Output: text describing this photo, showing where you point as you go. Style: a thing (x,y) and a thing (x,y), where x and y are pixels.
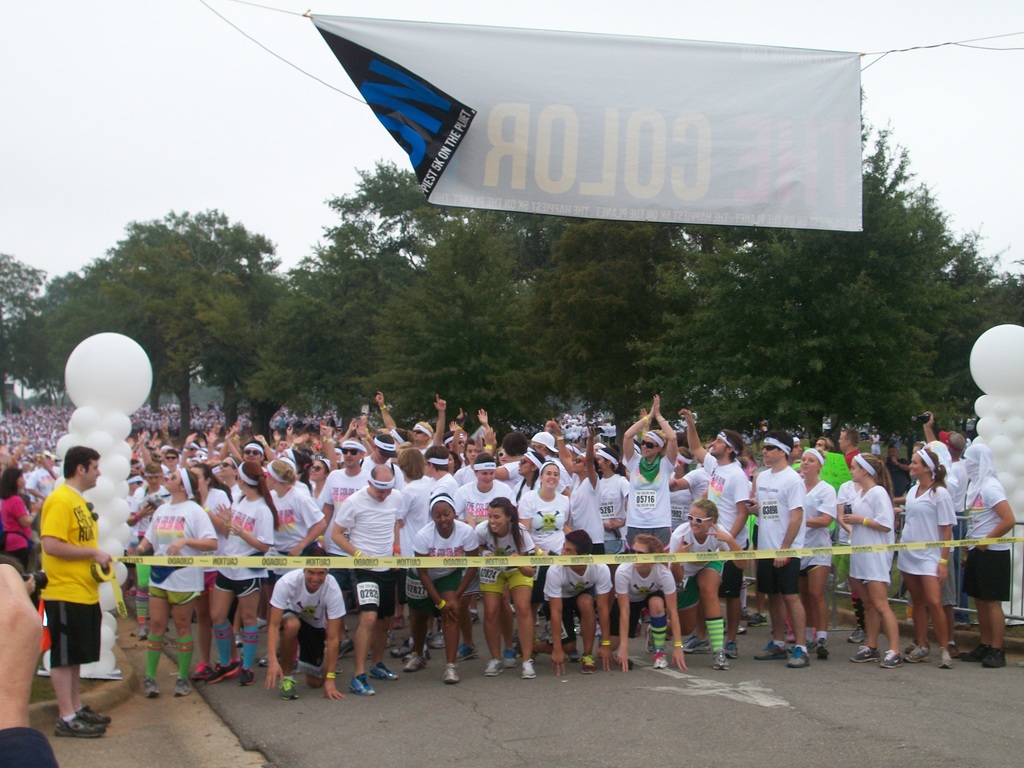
In this picture I can see a man (62,567) standing in front (106,560) and I see that he is holding a yellow color ribbon (805,550) and in the middle of this picture (463,494) I can see number of people (300,530) standing and they're on the road (695,681). I can also see number of trees (355,291) and the sky (371,132) in the background (342,121). On the top of this picture (652,95) I can see a banner (444,109) and I see something is written on it. On the both sides of this picture, I can see a white color thing (73,372).
